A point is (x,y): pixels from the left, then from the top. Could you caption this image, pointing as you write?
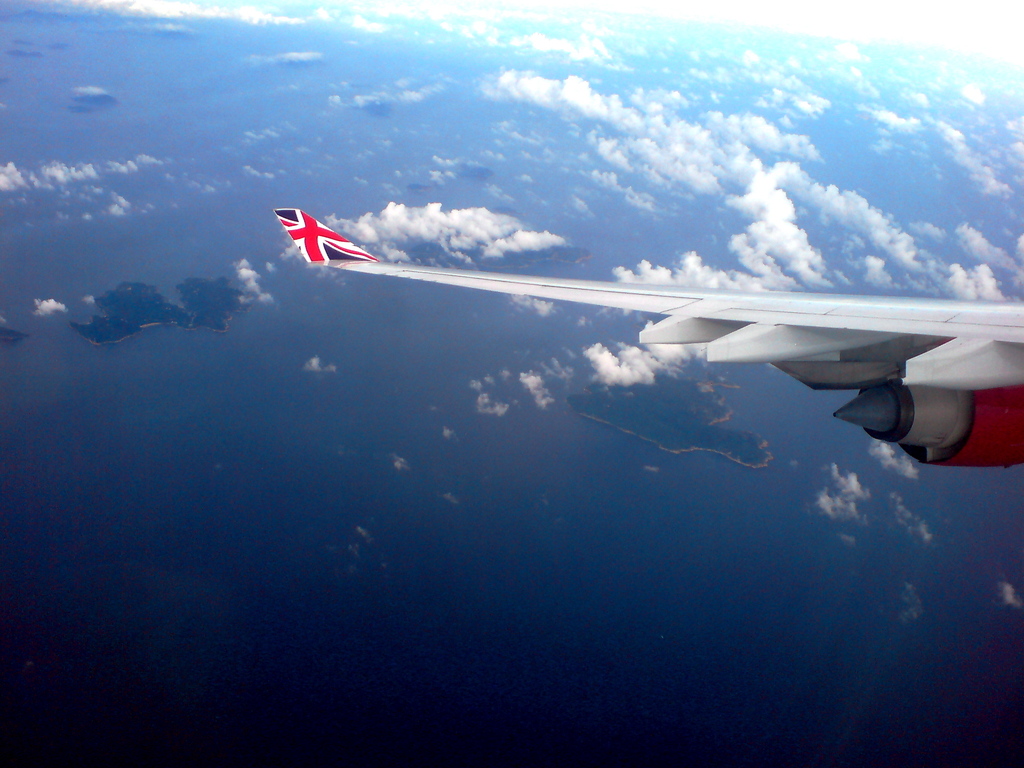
In this image there is sky (575,136), there are clouds (754,172) in the sky (735,215), there is a wing (771,329) of an airplane (747,299).
